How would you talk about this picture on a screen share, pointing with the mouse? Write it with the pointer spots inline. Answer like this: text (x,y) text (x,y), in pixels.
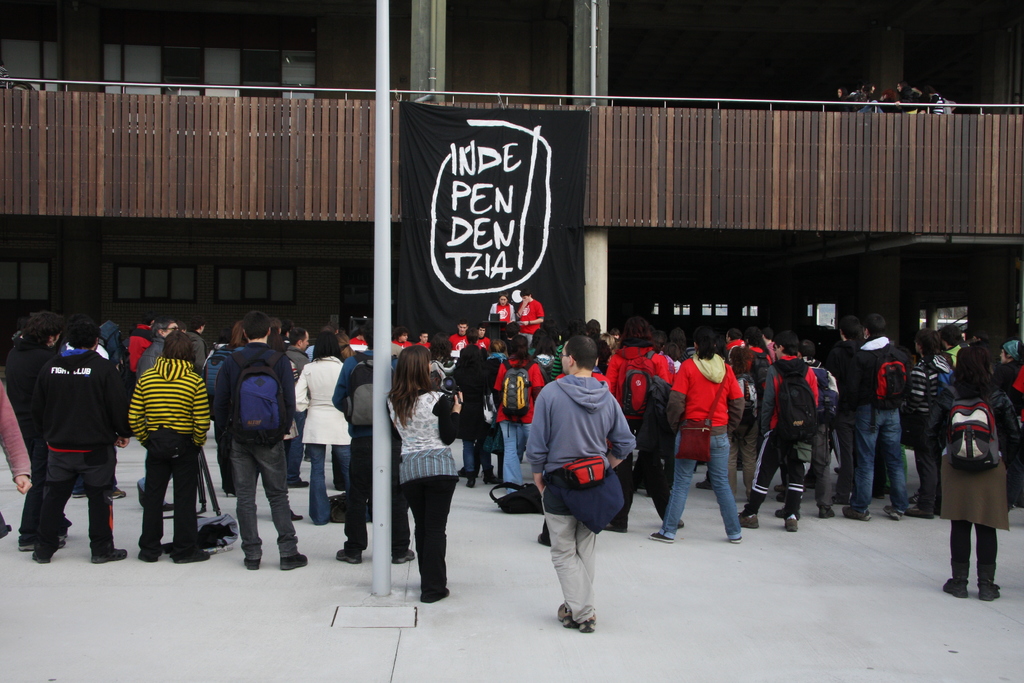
In this image, we can see some people (492,358) standing, in the middle (484,241) we can see a black cloth (405,160) with some text (477,228) on it. We can see the wooden railing (950,175).
